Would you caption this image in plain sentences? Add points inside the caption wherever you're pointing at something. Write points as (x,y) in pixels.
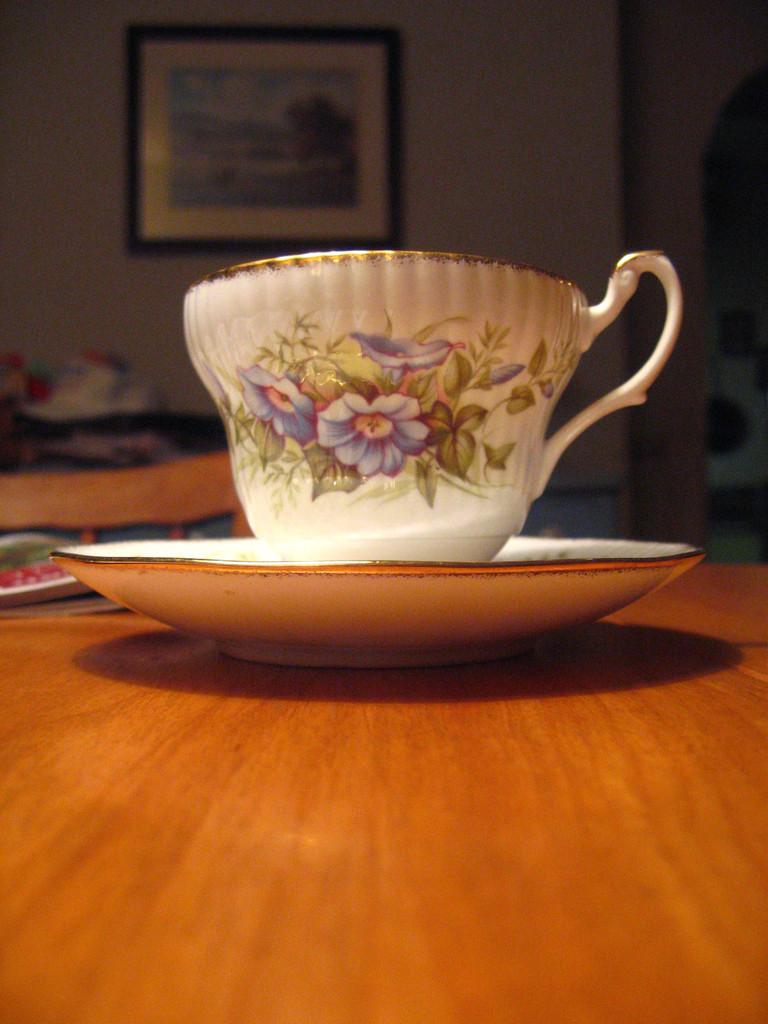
In this picture I can see cup saucer (321,429) on the wooden surface (360,816). I can see the photo frame (363,219) on the wall (99,121) in the background (346,135).
